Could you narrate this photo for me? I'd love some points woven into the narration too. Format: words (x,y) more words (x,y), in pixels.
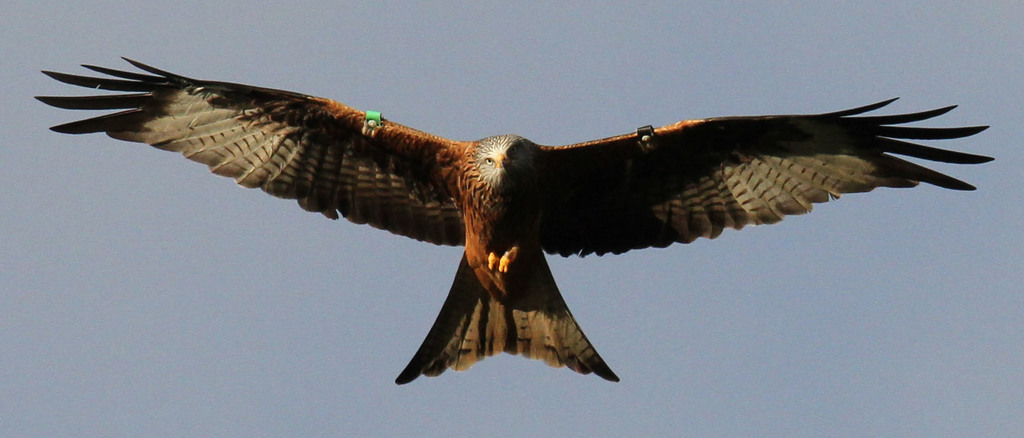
In the foreground (357,153) I can see a bird (632,169). In the background (907,232) I can see the sky (344,45). This image is taken may be during a day.
